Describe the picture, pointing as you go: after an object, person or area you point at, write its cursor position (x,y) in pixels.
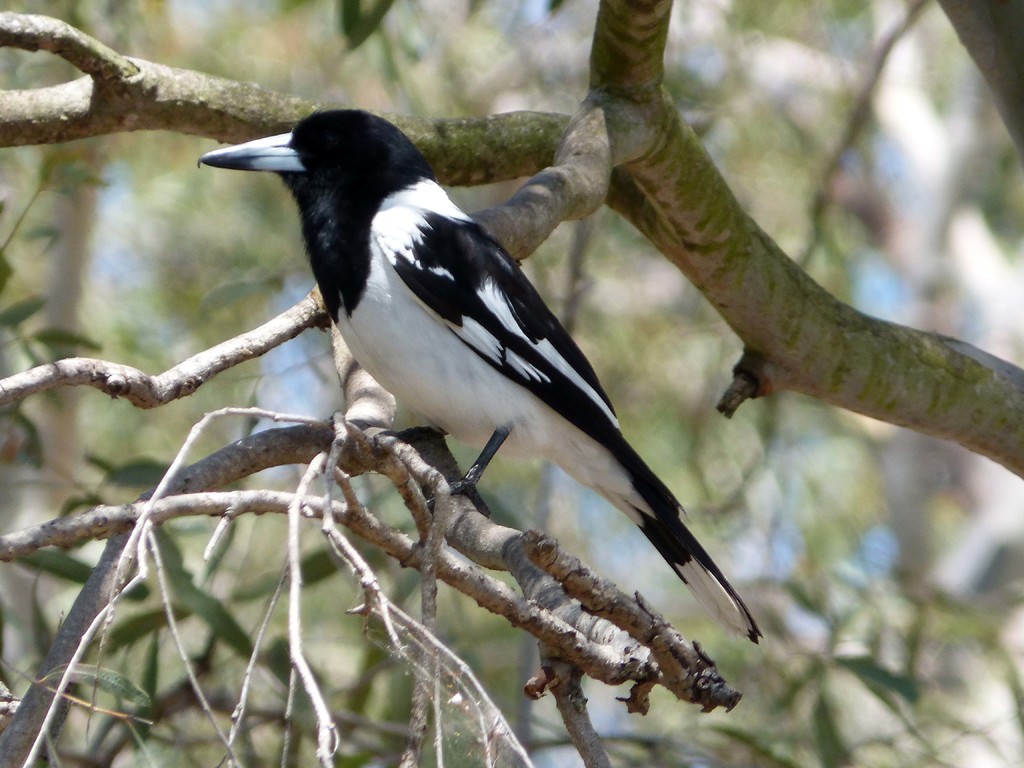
In this image I can see the bird (397,339) on the tree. The bird (338,235) is in black and white color. Background (80,336) is blurred.
